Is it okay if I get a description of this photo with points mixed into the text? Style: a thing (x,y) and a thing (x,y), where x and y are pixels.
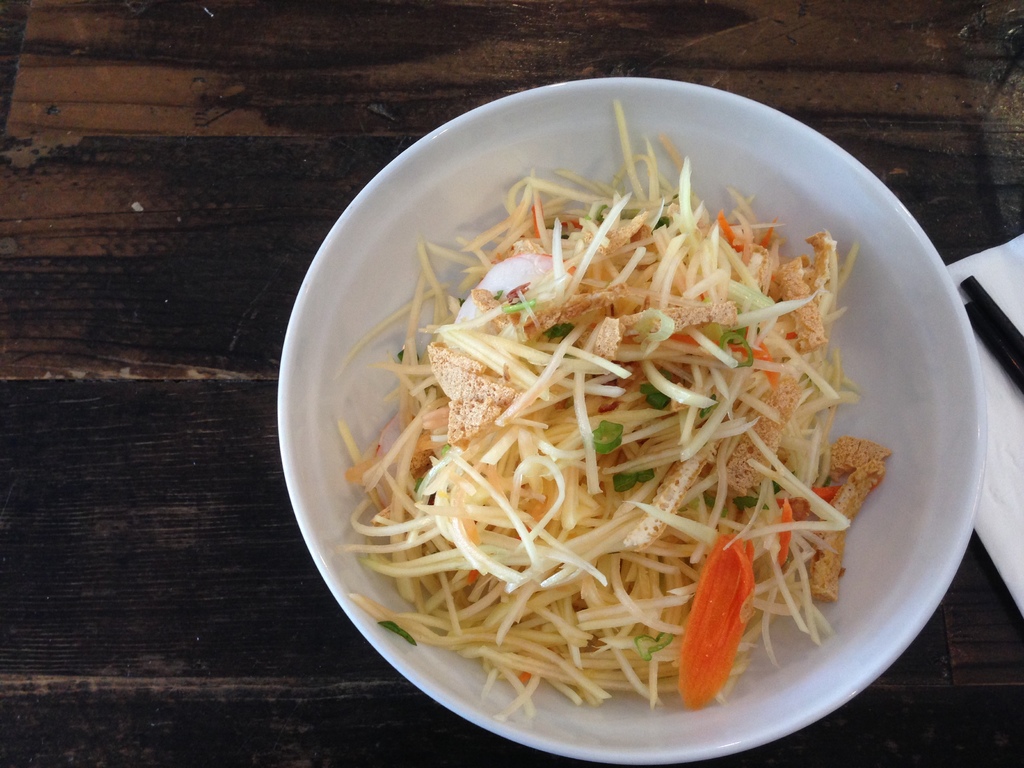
In this image I can see a white colour bowl (924,418) and in it I can see food (562,400). I can also see a tissue paper (1012,520) and chopsticks (1005,331) over here.
